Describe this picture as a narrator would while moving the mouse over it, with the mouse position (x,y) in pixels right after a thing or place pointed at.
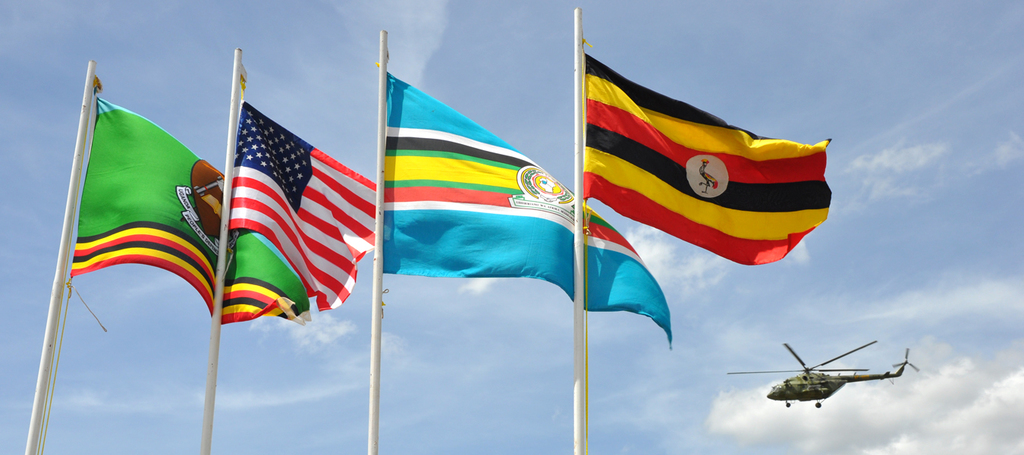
In this image in the foreground (363,233) there are some poles (217,329) and flags (628,287), and on the right side (822,390) there is a helicopter (839,369). In the background (474,17) there is sky (23,175).
